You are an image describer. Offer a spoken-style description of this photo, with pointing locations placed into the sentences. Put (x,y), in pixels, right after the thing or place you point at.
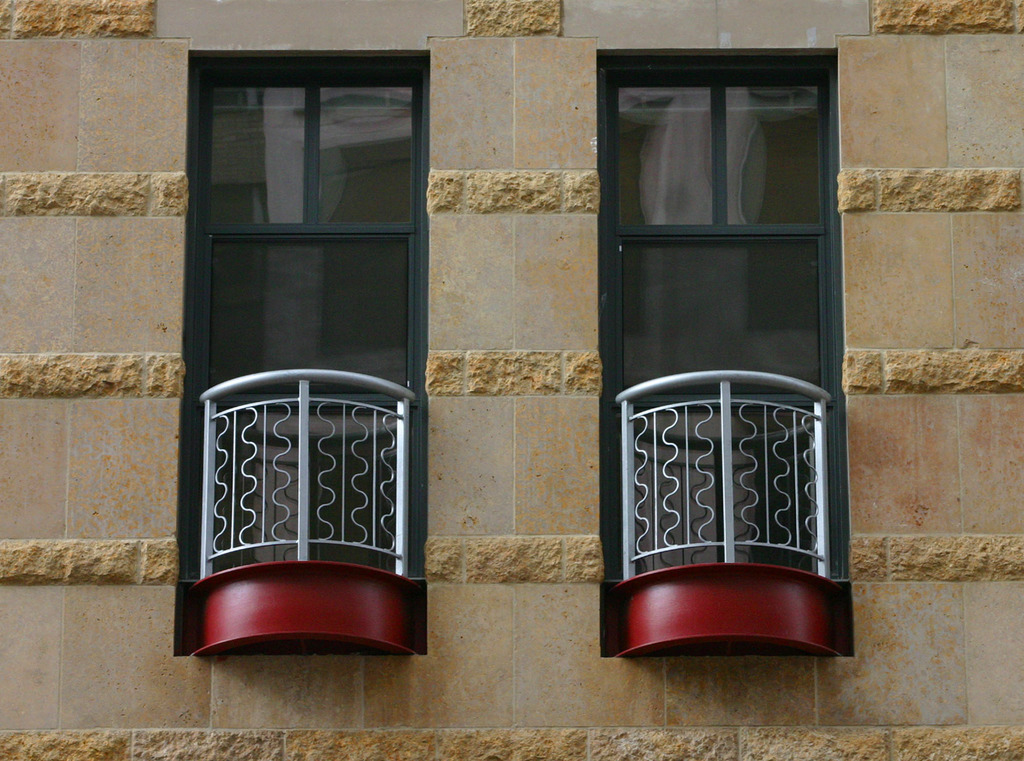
In this image I can see a building wall (854,166) and windows (212,127). This image is taken during a day.
